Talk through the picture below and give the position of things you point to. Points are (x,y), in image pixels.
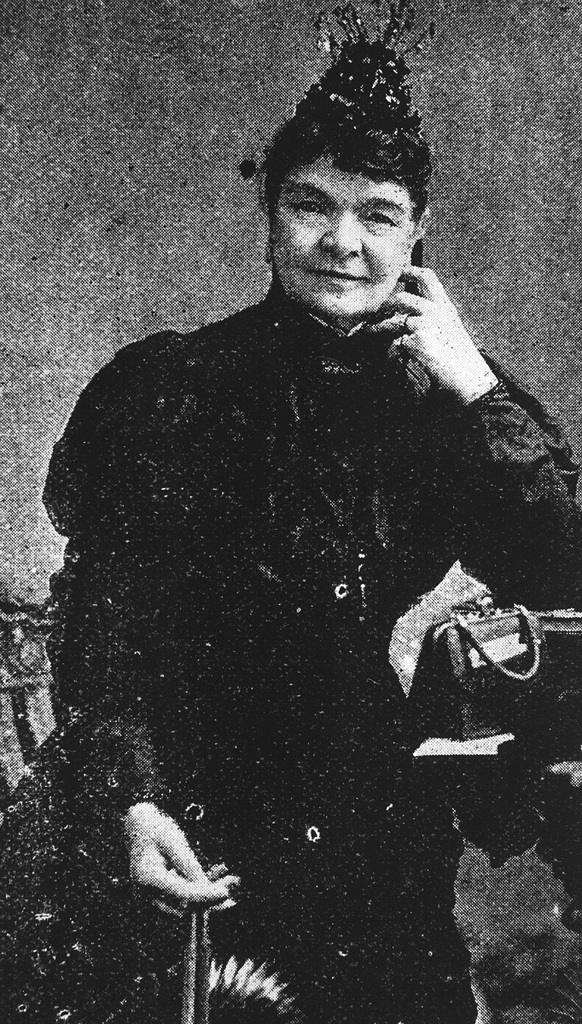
In this image we can see black and white picture of a woman (371,806) holding object (195,931) with her hand (461,350). To the right side of the image (460,650) we can see a bag (460,650) placed on the surface (471,752).
